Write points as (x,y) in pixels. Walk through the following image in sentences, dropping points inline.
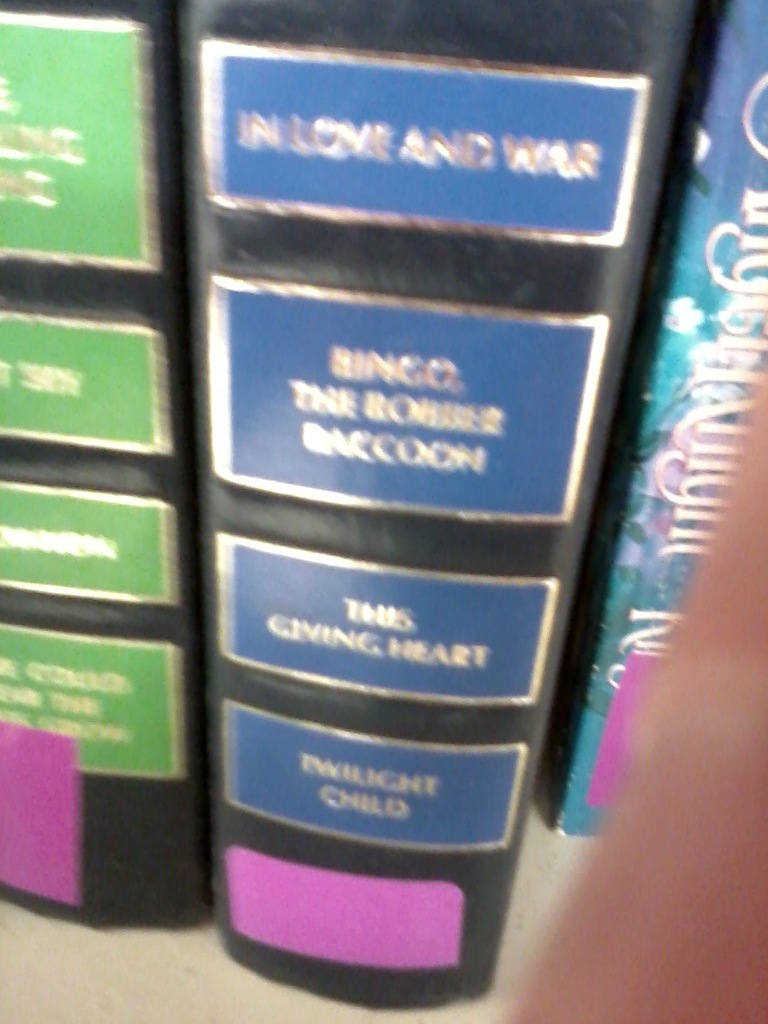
In this picture we can see few books (440,748).
